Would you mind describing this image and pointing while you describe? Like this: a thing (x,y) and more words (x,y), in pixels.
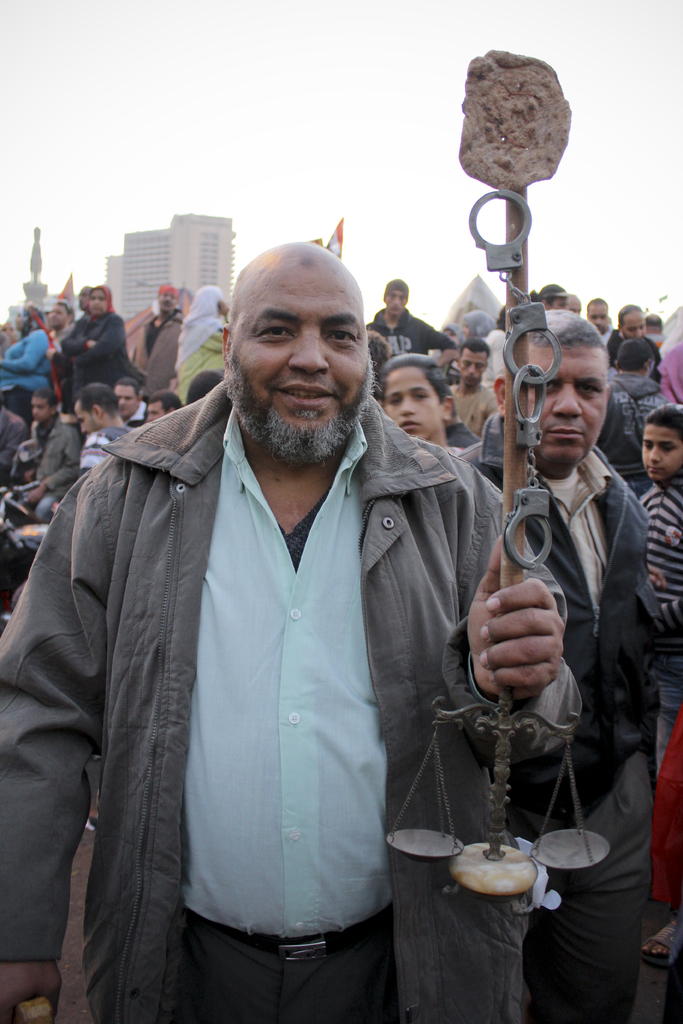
Here in this picture we can see group of men and women (302,518) present over a place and the man (268,523) in the front (254,584) is wearing a jacket (139,643) and holding something in his hand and smiling and behind them in the far we can see buildings (117,285) present and we can see the sky (55,294) is cloudy.
